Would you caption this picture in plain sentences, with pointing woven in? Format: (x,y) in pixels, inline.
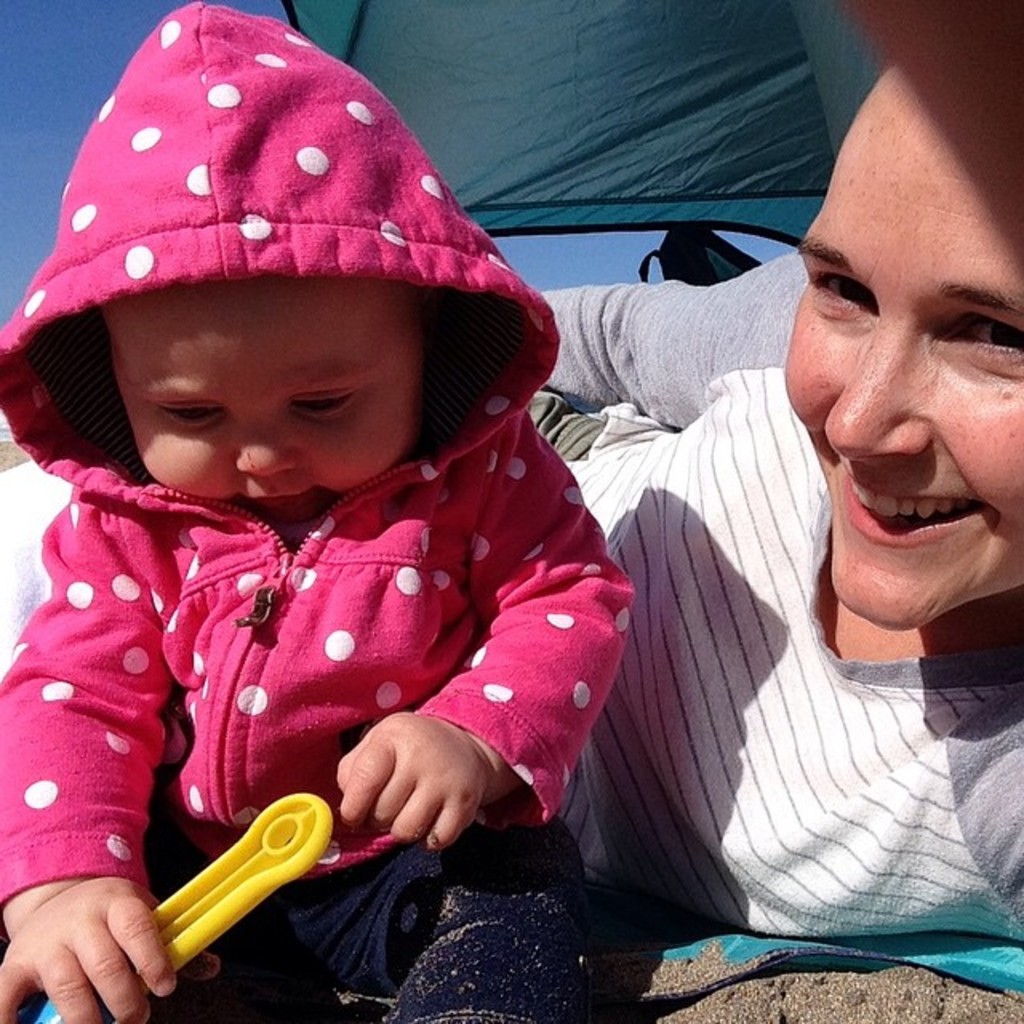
In this image on the right side (732,626) there is a woman (792,655) laying on the ground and smiling and there is a kid (313,657) sitting and playing with a toy (270,839). In the background (624,105) there is an object (590,109) which is green in colour.
